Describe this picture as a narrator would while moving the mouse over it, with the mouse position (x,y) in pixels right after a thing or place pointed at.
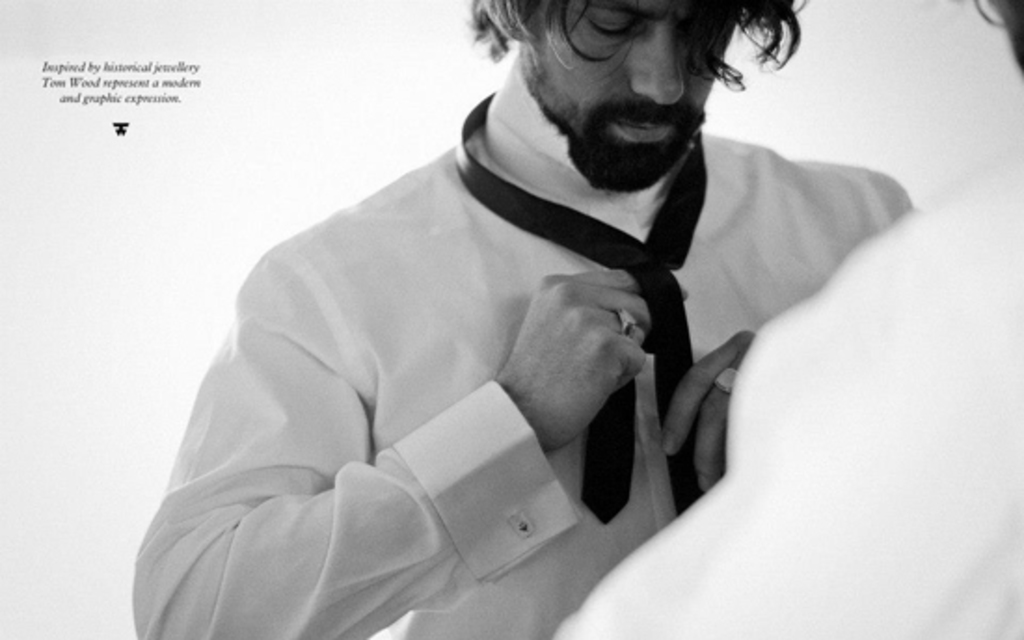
In this image I can see the person (689,147) is holding the black color tie (658,291) and the person (682,296) is wearing white color shirt (463,354). Background (155,215) is in white color and something is written on the image.
